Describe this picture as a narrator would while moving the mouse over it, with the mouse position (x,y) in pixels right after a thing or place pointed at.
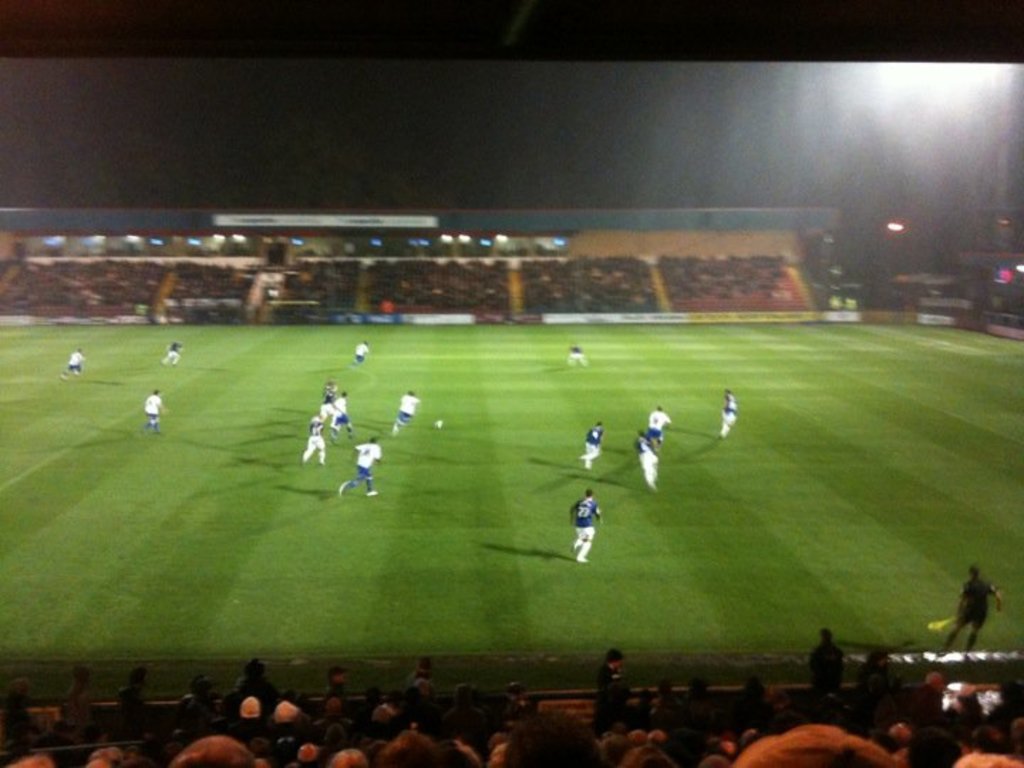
In this picture we can see a group of people (358,345) playing the football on the ground (397,469) and there are groups of people (49,269) sitting and some people (218,709) are standing in the stadium (173,710) and behind the stadium (131,474) there is a dark background (23,130).
